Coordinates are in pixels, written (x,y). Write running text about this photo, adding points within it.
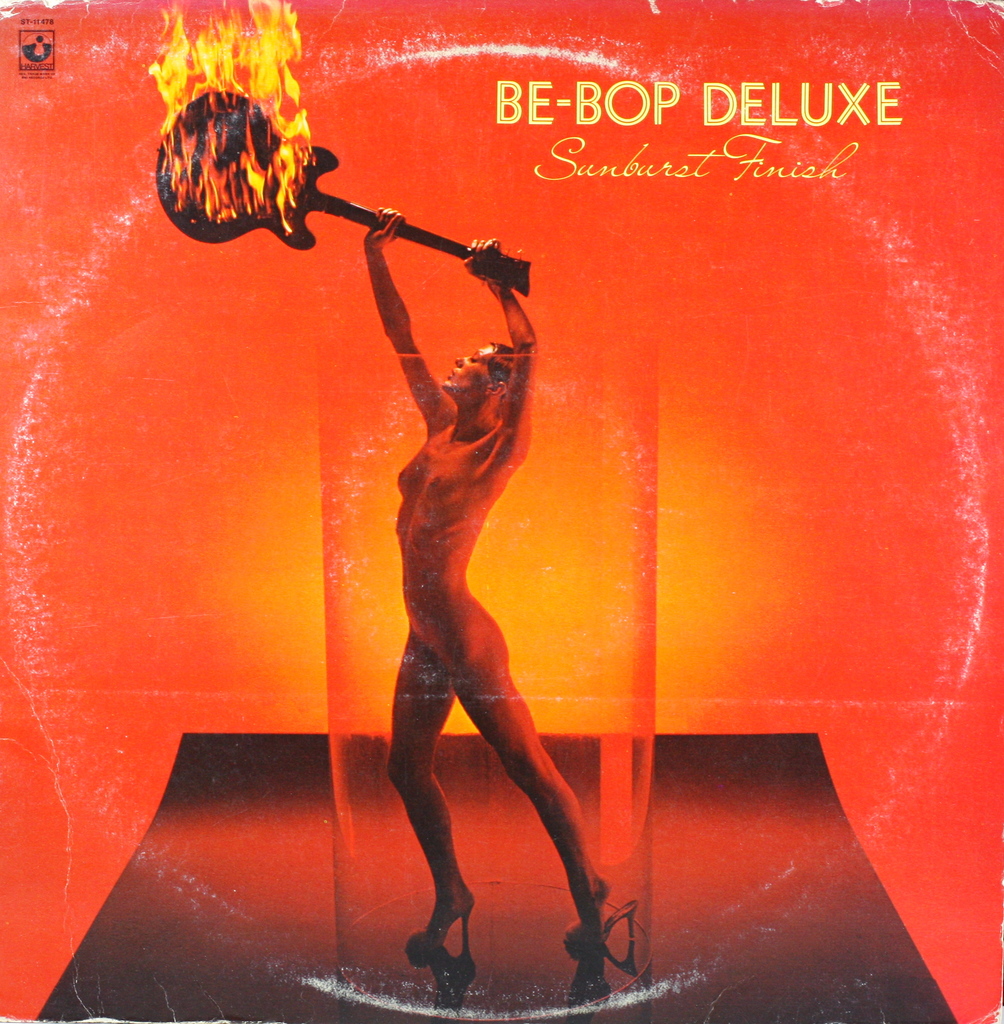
In this image I can see a woman (483,243) is standing and I can see she is holding a guitar (253,213). On the top of this image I can see something is written. I can also see this image is red in colour.
